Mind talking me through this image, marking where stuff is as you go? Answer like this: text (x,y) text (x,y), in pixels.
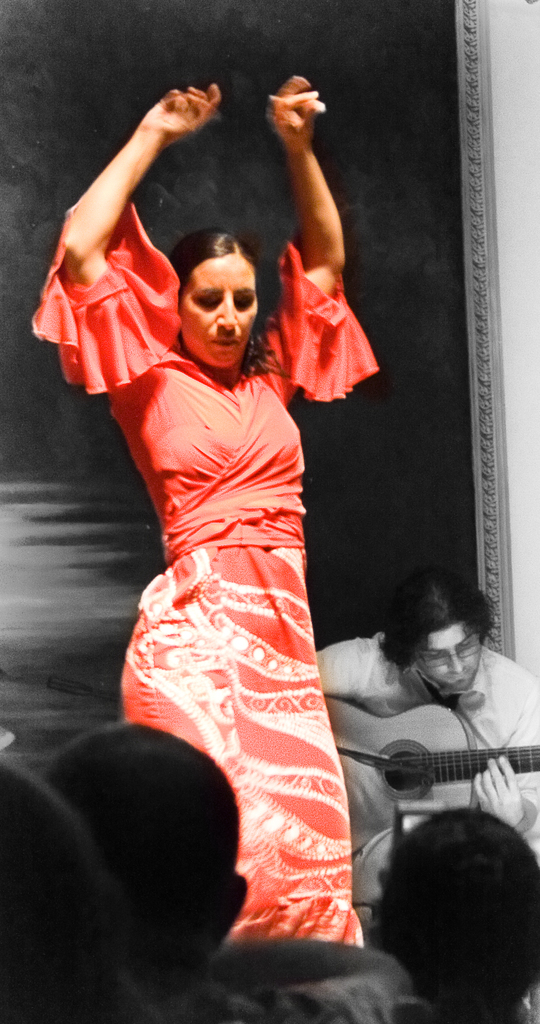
This is a picture of a woman (219,551) in red dress (218,568) was dancing on a floor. In front of the women (226,653) there are other persons (229,907). behind the woman (229,607) there is a man (424,669) who is sitting and playing guitar (448,771).
